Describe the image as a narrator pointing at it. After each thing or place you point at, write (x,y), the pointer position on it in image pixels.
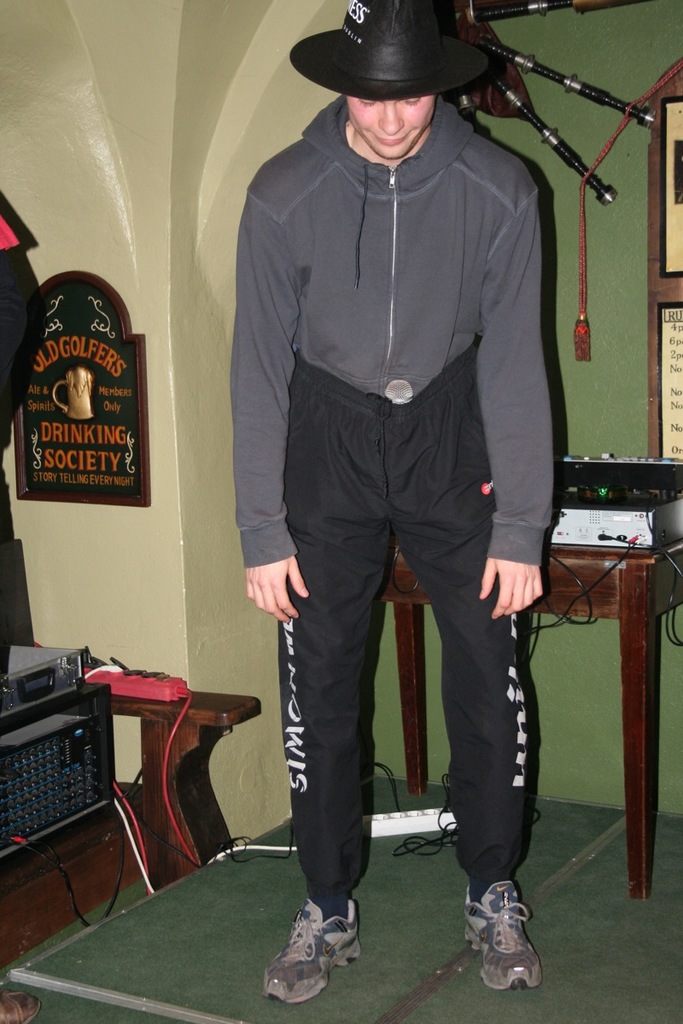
In the image we can see there is a man (409,533) who is standing and he is wearing a black cap (362,62) and behind him there is a machine (607,514) on the table (621,605).
